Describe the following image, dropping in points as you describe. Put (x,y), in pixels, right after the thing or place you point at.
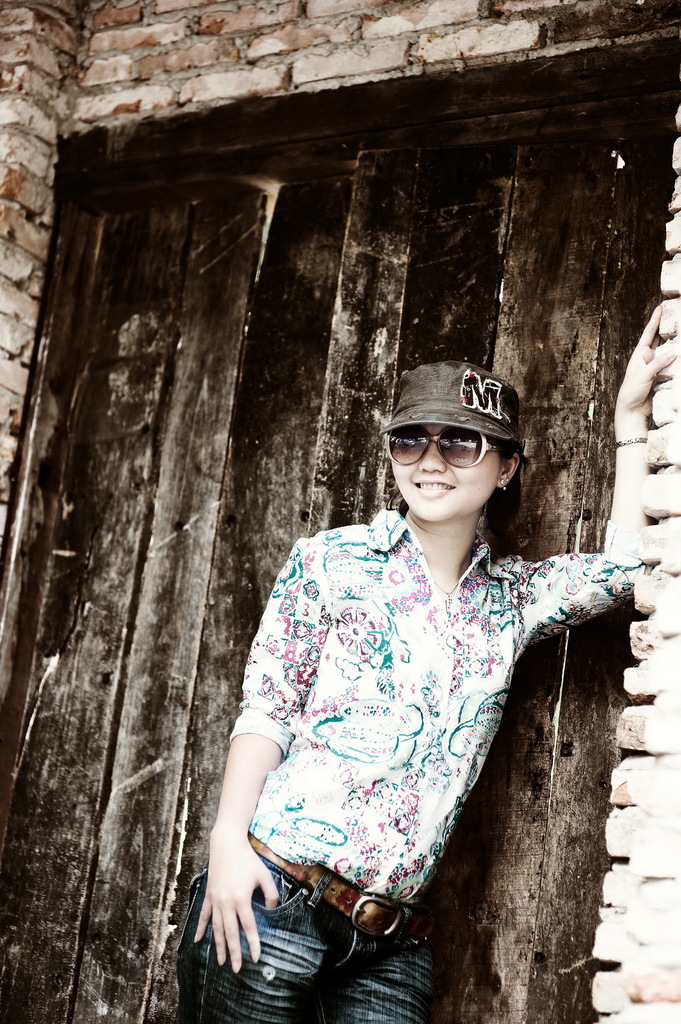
In this image there is a person (412,656) standing, there is a wall (676,349) truncated towards the right of the image (660,598), there is a wooden wall (252,433) behind the person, there is wall (168,45) truncated towards the top of the image (391,33), there is wall (23,169) truncated towards the left of the image (26,190).
